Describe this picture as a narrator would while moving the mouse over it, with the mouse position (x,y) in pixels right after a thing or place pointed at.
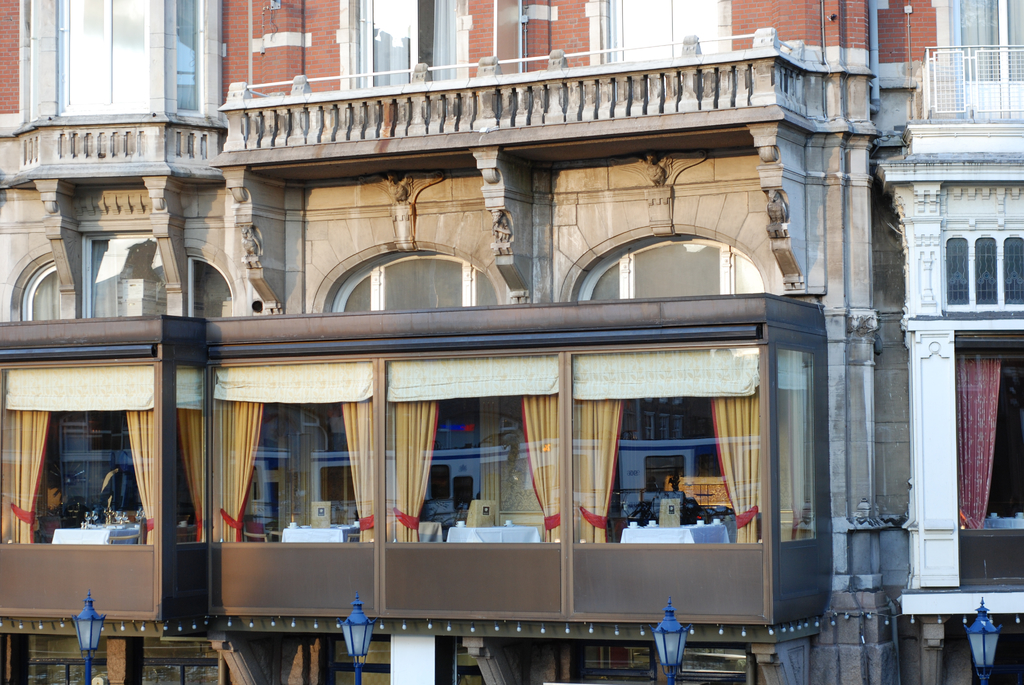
In this image I can see the light poles (658,651) and buildings (539,128). I can see there are glass windows (335,374) and railing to the building (383,304). Through the glass (341,490) I can see the curtains (358,471) and many tables (474,529).
